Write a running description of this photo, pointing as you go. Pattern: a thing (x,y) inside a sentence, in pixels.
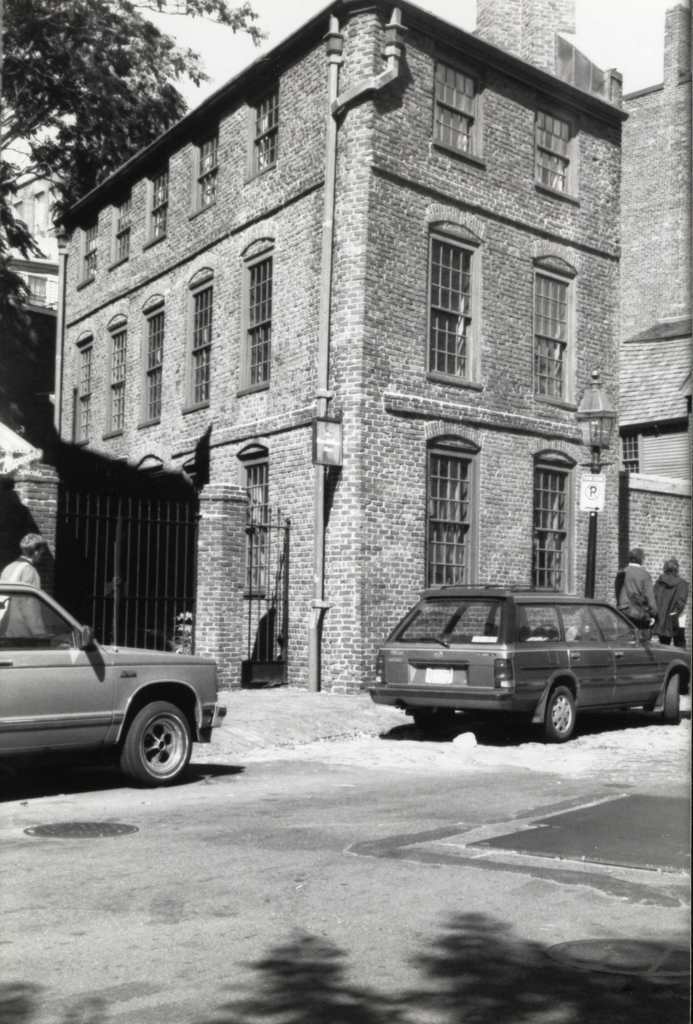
In this image in the center (399,663) there are two cars (210,685) and some persons (24,620), in the background (81,264) there are some buildings (273,173) and tree (115,79). At the bottom (238,878) there is a walkway (228,883).
